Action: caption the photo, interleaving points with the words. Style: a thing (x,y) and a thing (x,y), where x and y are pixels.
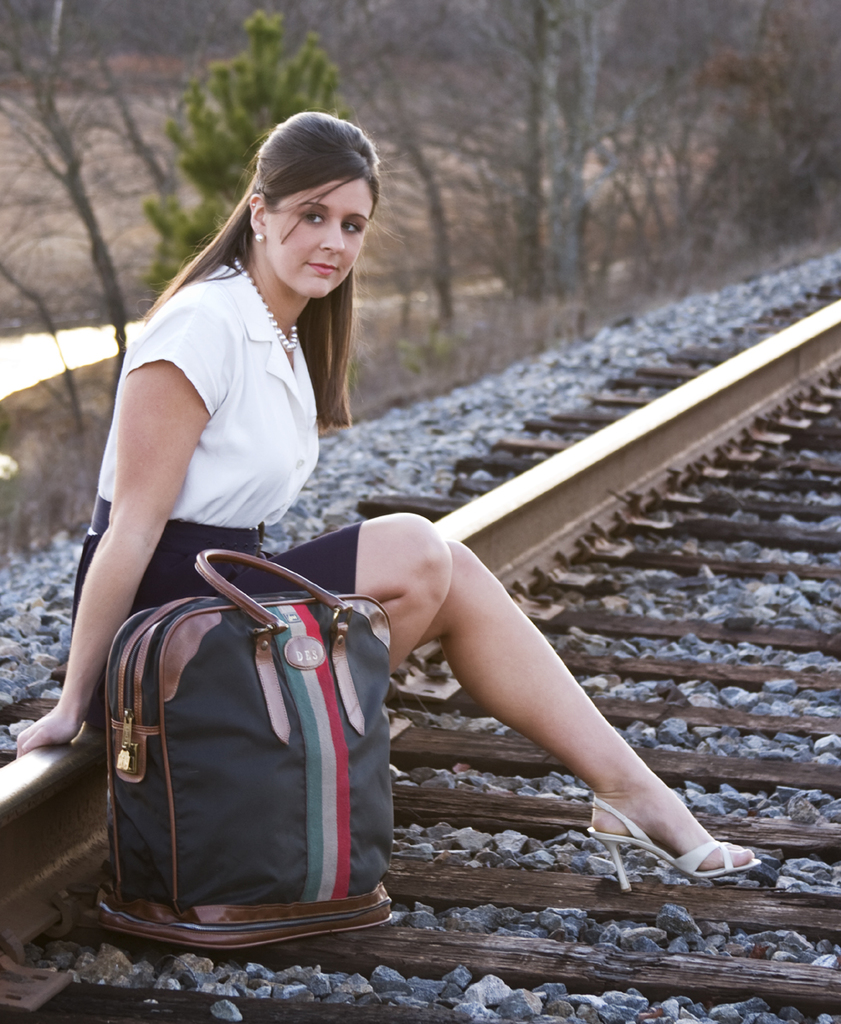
On the background (274,75) we can see bare trees (798,120) and a pine tree (216,137). Here we can see a women (289,336) sitting on a railway track (661,417) and there is a handbag (250,668) beside her. She wore pearl earrings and a necklace (289,346).
